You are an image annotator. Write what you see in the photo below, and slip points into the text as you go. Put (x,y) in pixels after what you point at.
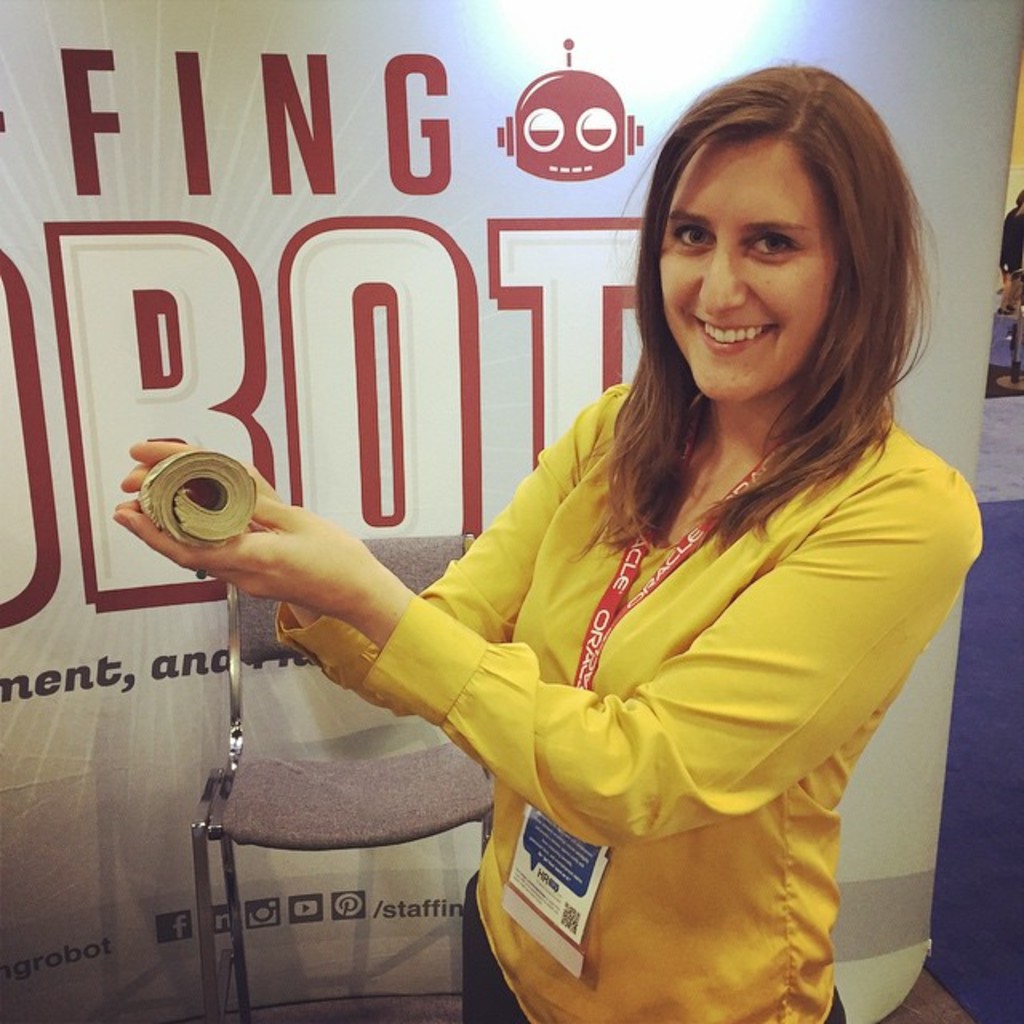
A woman (745,753) is standing wearing a yellow shirt (661,726) and id card (567,910). She is holding a roll of money (200,511) in her hand (135,521). There is a chair (269,805) and a banner (301,743) at the back (331,301).
